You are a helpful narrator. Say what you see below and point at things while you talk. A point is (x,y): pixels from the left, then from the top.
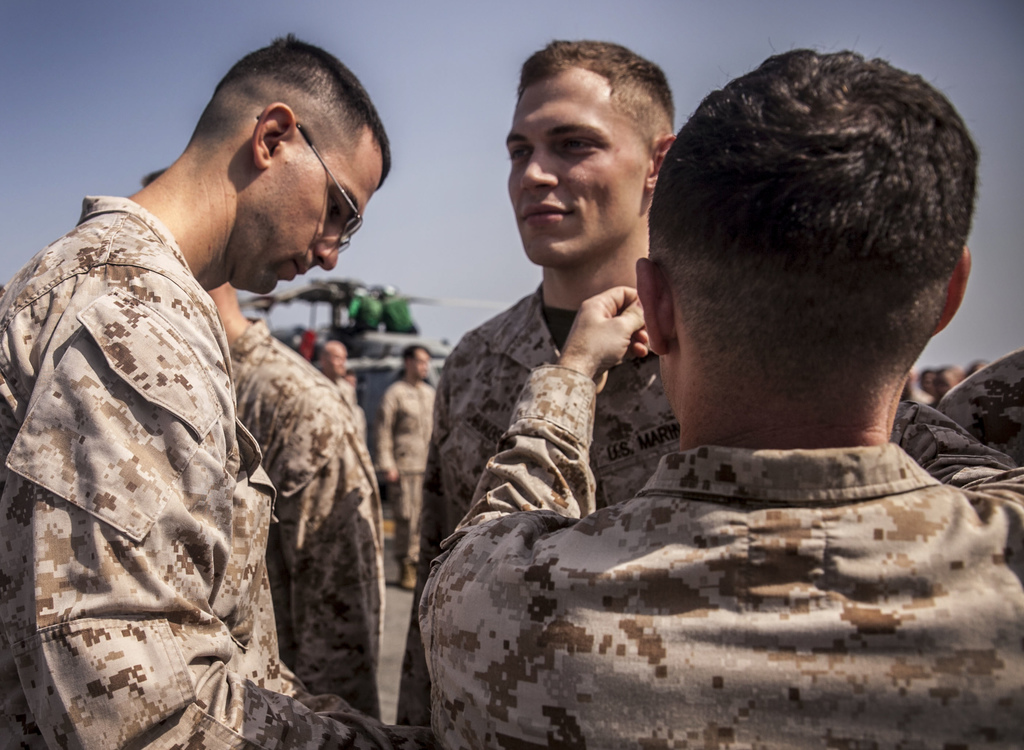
In this picture I can observe some men (265,190). They are wearing brown color dresses (320,491). On the left side (163,341) I can observe a man (298,225) wearing spectacles (344,227). In the background (389,339) there is a chopper (370,329) and sky (417,146).
